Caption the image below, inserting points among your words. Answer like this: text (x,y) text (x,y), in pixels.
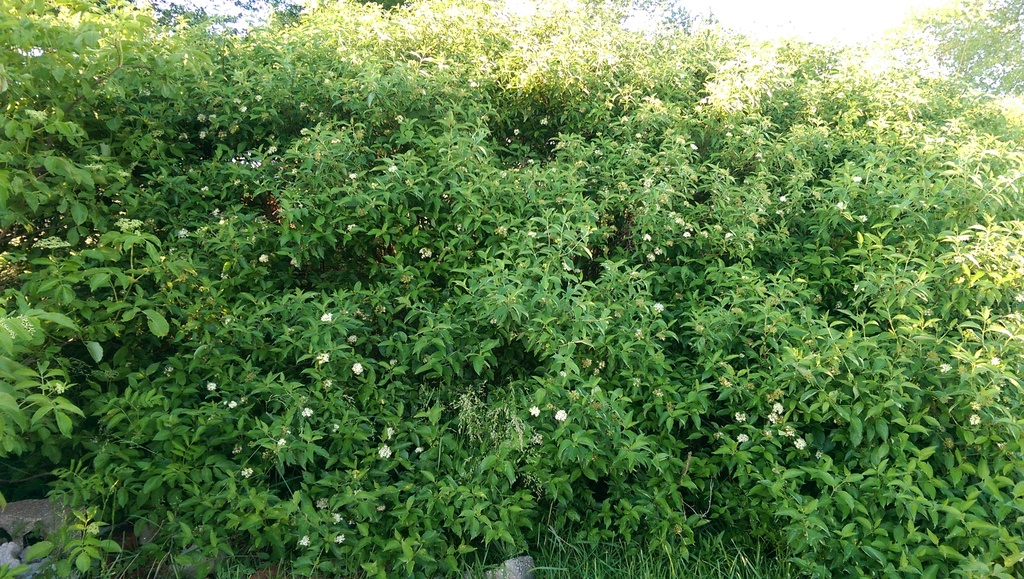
In this image there are plants (316,325) with green leaves (424,363) and small white color flowers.
